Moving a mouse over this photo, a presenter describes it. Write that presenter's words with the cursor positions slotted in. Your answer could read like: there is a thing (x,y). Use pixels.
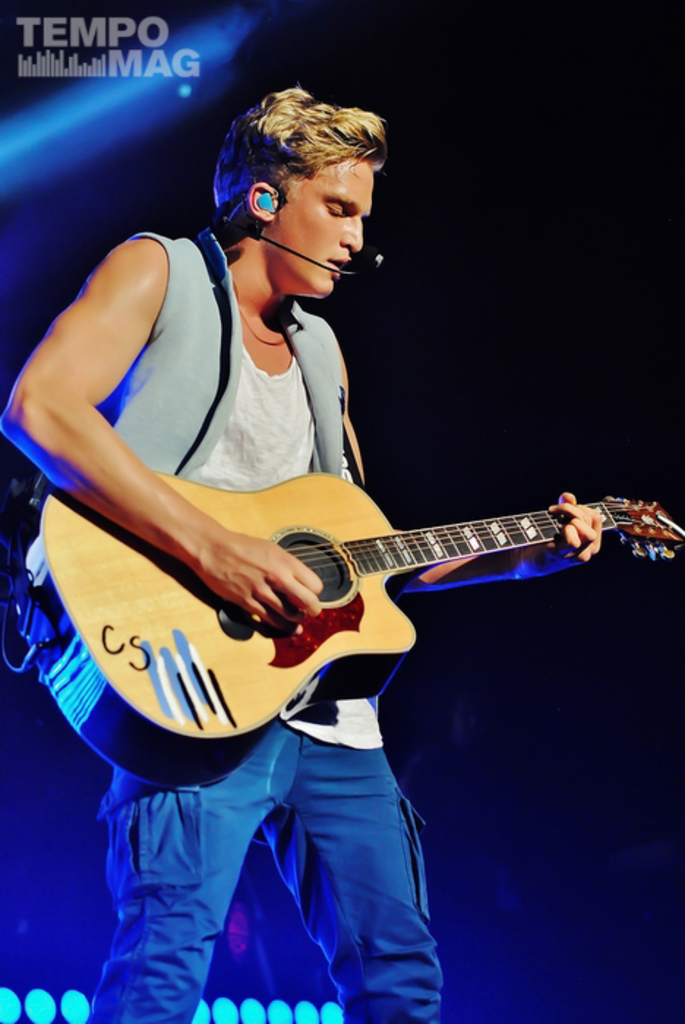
In this picture there is a man (347,383) towards the left (144,921). He is playing a guitar (320,551) and singing on a mike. The background (74,910) is blue and black.
